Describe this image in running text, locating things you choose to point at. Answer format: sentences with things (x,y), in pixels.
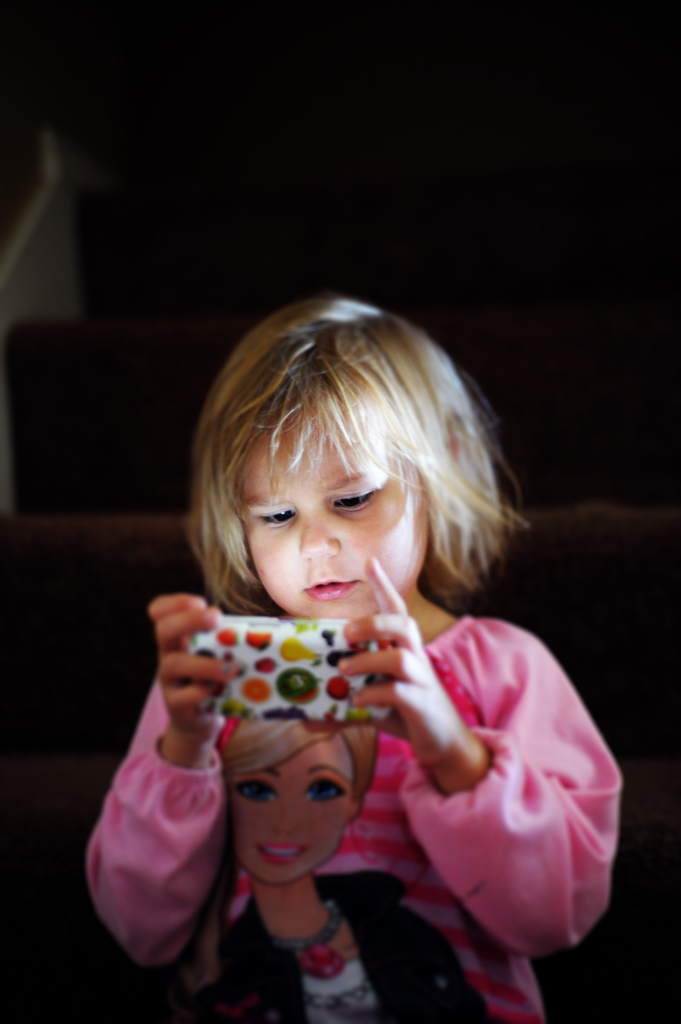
In this image there is a girl (257,762) holding the mobile (322,671) and the background of the image (35,301) is dark.
